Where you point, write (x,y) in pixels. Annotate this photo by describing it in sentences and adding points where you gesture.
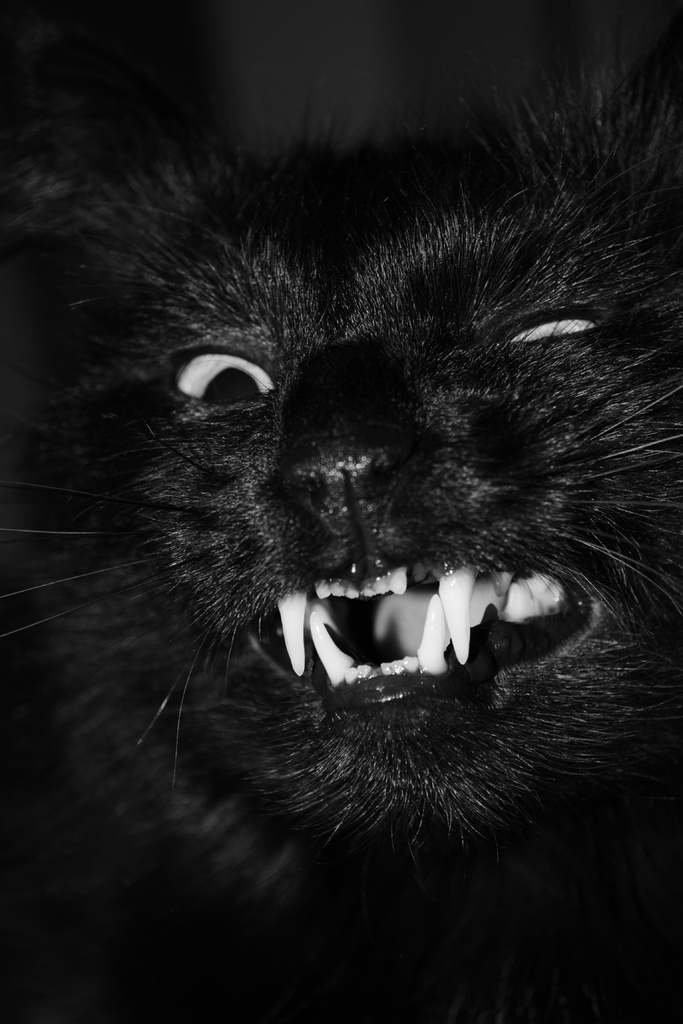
In this picture I can see an animal (414,554), this image is in black and white color.
